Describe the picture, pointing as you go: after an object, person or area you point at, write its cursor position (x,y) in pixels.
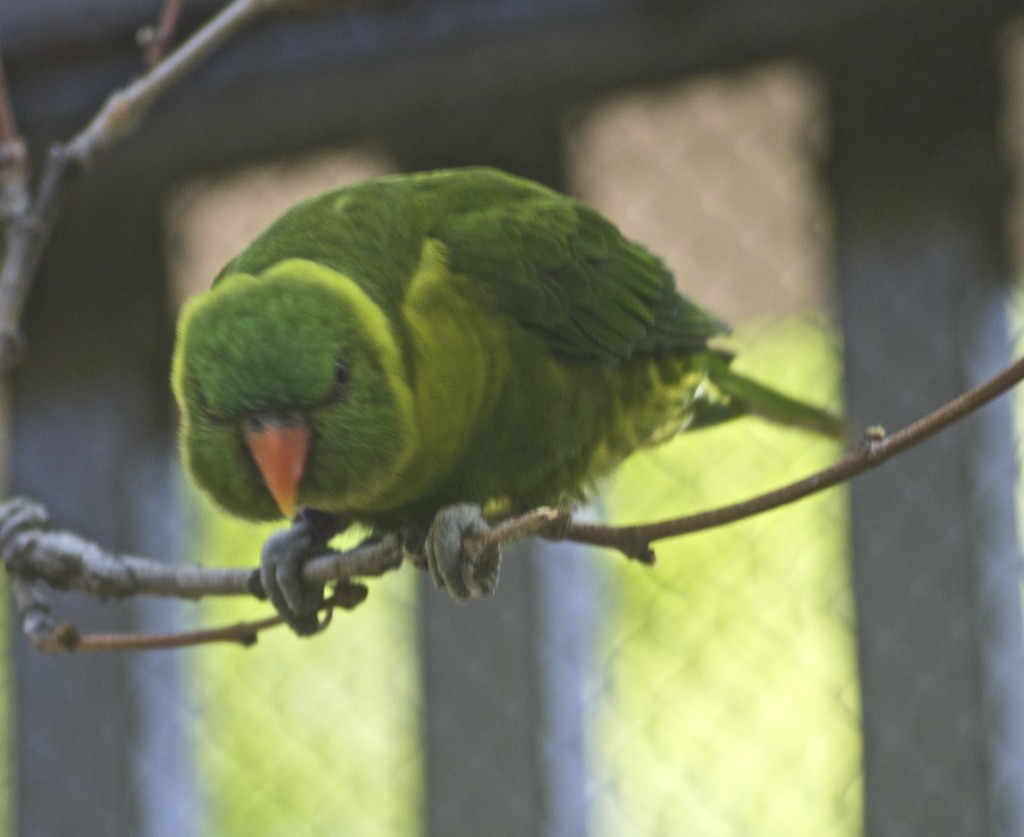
In this image I can see the bird (695,311) on the branch (826,479). Background (818,522) is blurred. The bird (428,416) is in green color.
